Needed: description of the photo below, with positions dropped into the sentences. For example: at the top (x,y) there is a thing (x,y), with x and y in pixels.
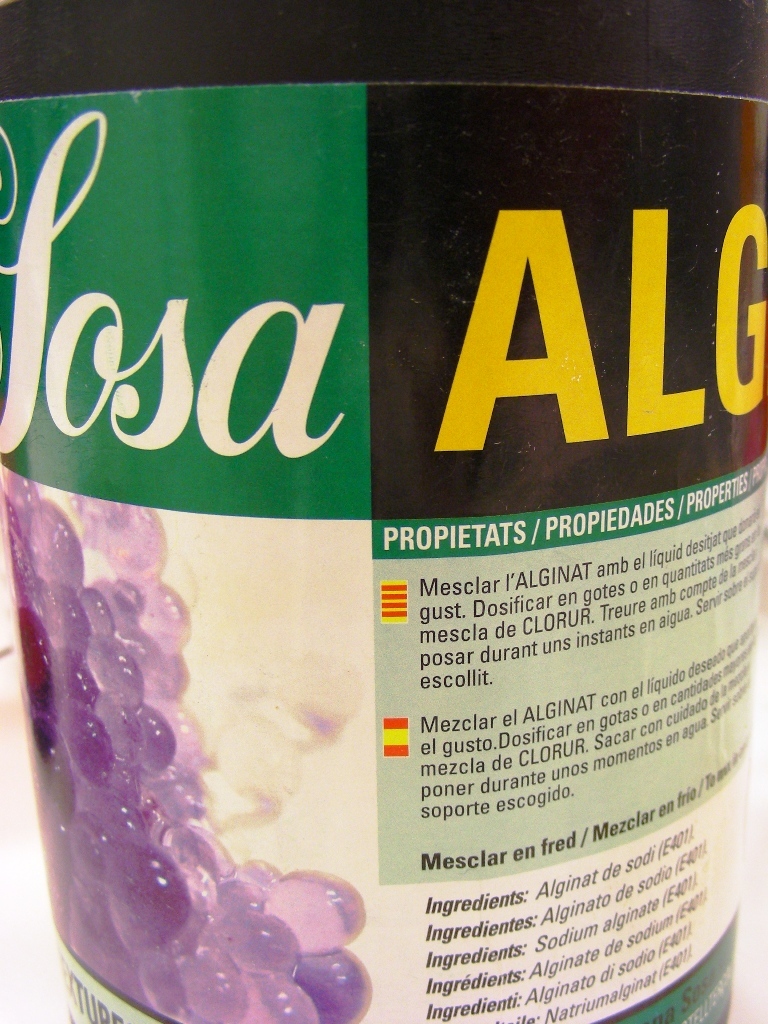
In this image in the foreground (351,821) there is one bottle (434,377), on the bottle (517,365) there is text (166,369) and some balls (182,762).
